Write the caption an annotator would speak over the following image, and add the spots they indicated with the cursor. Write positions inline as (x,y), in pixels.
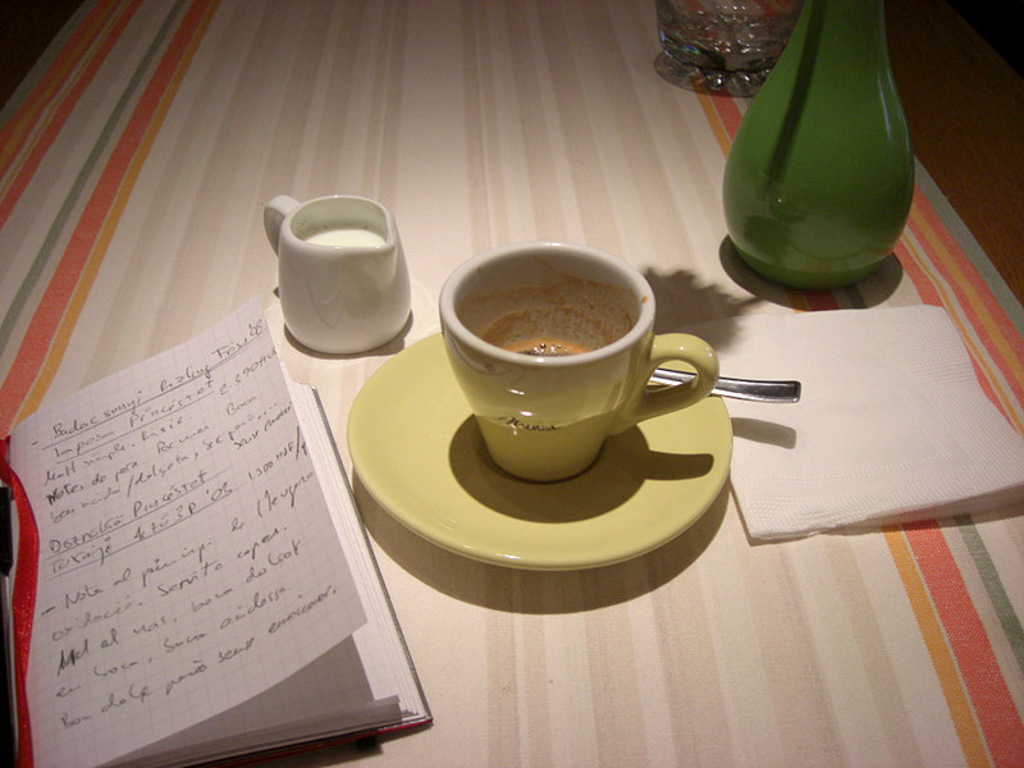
In the image we can see there is a table (443,691) on which there is a book (241,541), a milk jug (336,303) and a tea cup (569,430) with a saucer (529,489) and beside it there is a napkin (811,433).
